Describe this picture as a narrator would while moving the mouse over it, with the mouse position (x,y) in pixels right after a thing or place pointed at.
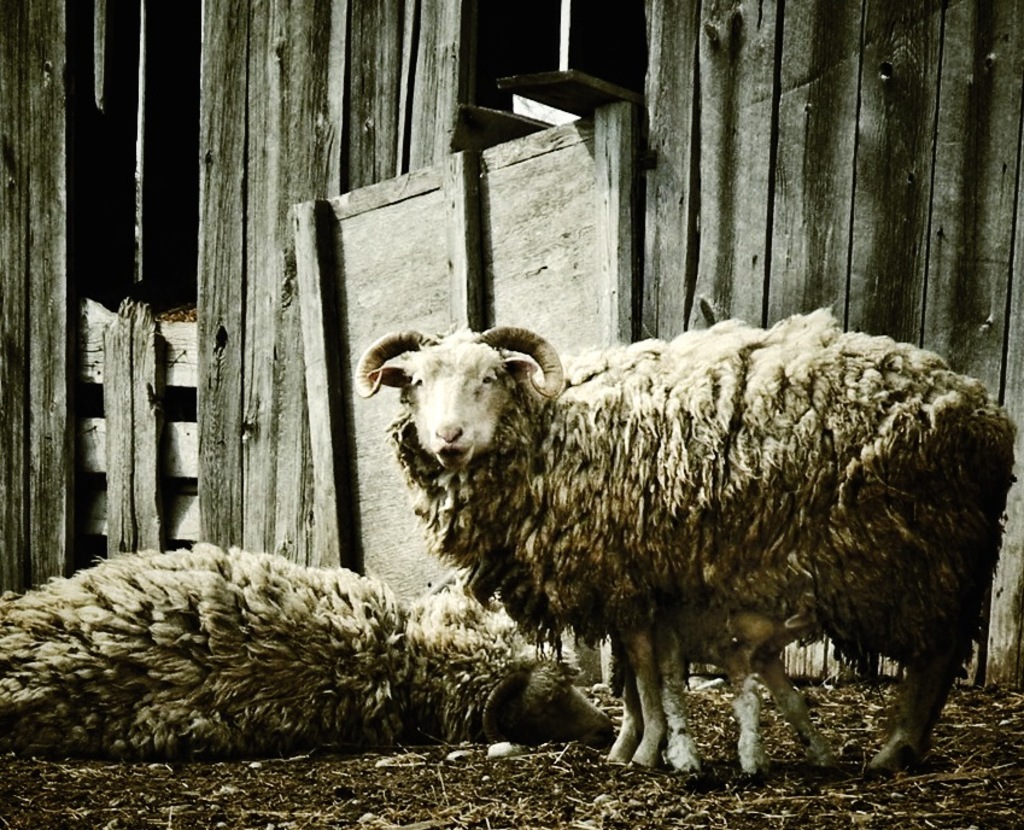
This is an edited image. In this picture we can see the sheep (720,482). In the background of the image (834,30) we can see the wood wall (642,124). At the bottom of the image (732,813) we can see the ground (681,786).
